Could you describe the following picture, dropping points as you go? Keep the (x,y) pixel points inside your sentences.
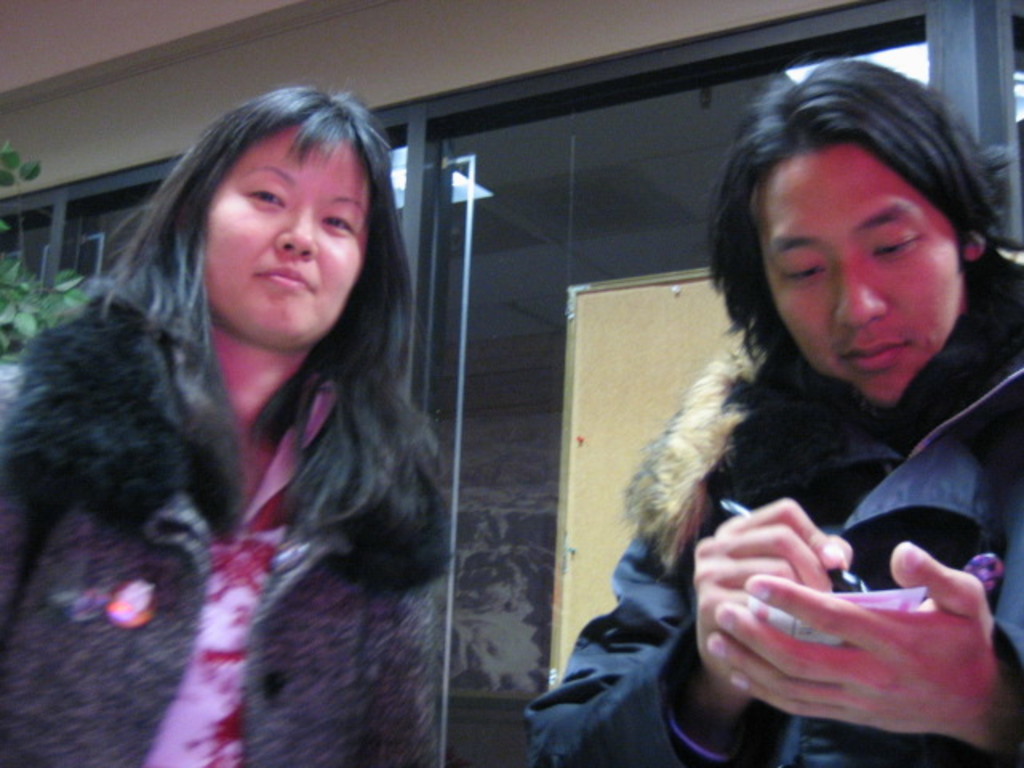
This image consists of two persons (757,580). On the left (134,553), the woman (107,563) is wearing a jacket (74,702). On the right (758,534), the person (715,566) is writing on a paper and wearing a black jacket (967,742). In the background (480,178), we can see a glass (528,589). At the top (95,34), there is a roof (102,58). On the left (23,300), there is a plant (24,286). Behind the person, we can see a board (603,428).
